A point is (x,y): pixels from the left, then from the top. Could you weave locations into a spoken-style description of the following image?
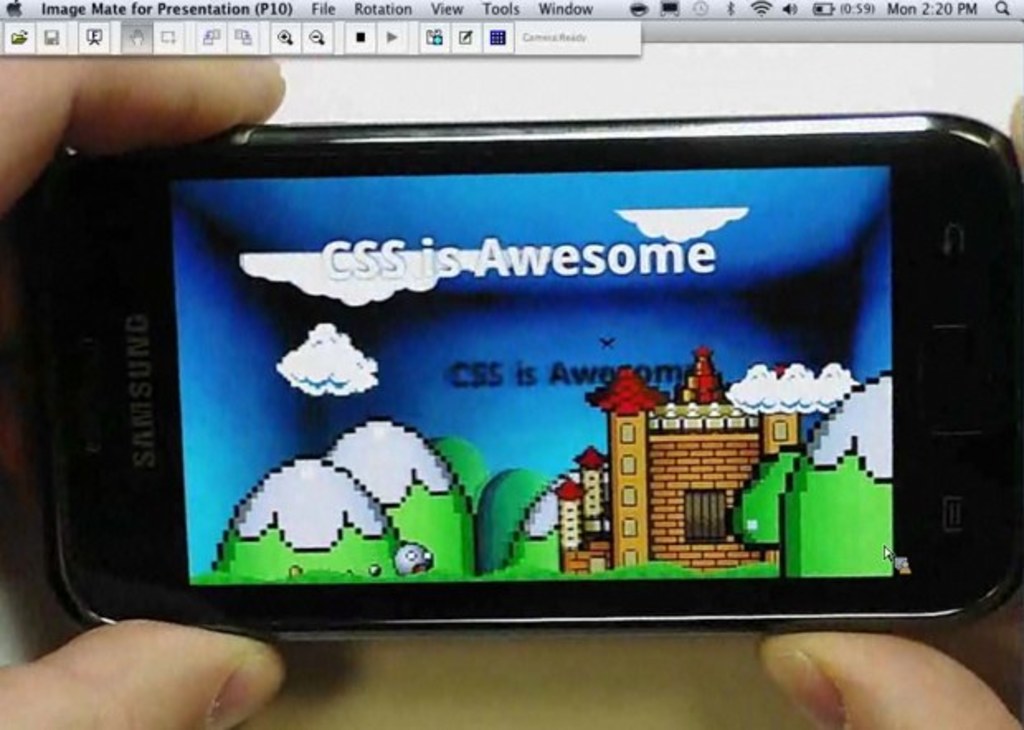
In the picture I can see a person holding a mobile phone (416,384) which has a picture (567,287) displayed on it and there is something above it.
